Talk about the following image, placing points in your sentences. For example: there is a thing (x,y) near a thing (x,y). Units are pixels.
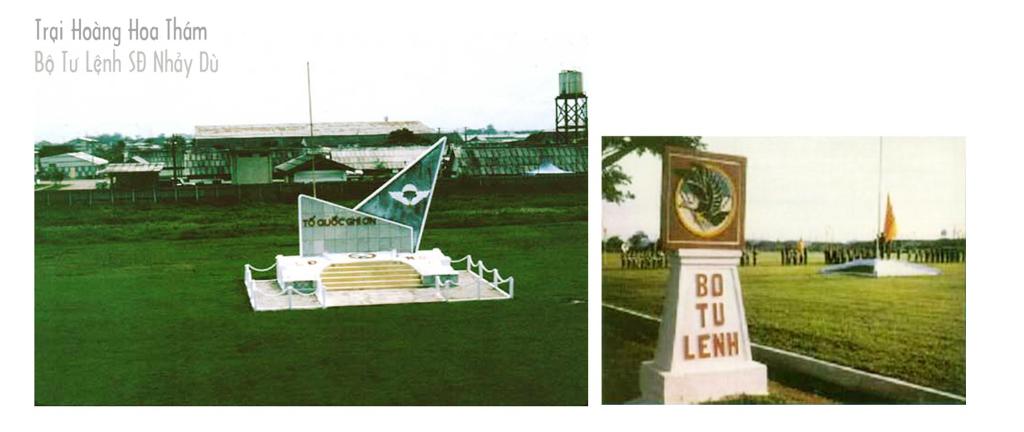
It is a collage image. On the left side of the image (335,280) there is a memorial (334,226) that with a chain fence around it, behind them there are buildings (349,165) and trees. At the top of the image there is some text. On the right side of the image (726,196) there is a memorial stone (743,165). In the background of the image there is a person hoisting the flag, in front of him there are a few other people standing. Behind them there are trees (808,252).
